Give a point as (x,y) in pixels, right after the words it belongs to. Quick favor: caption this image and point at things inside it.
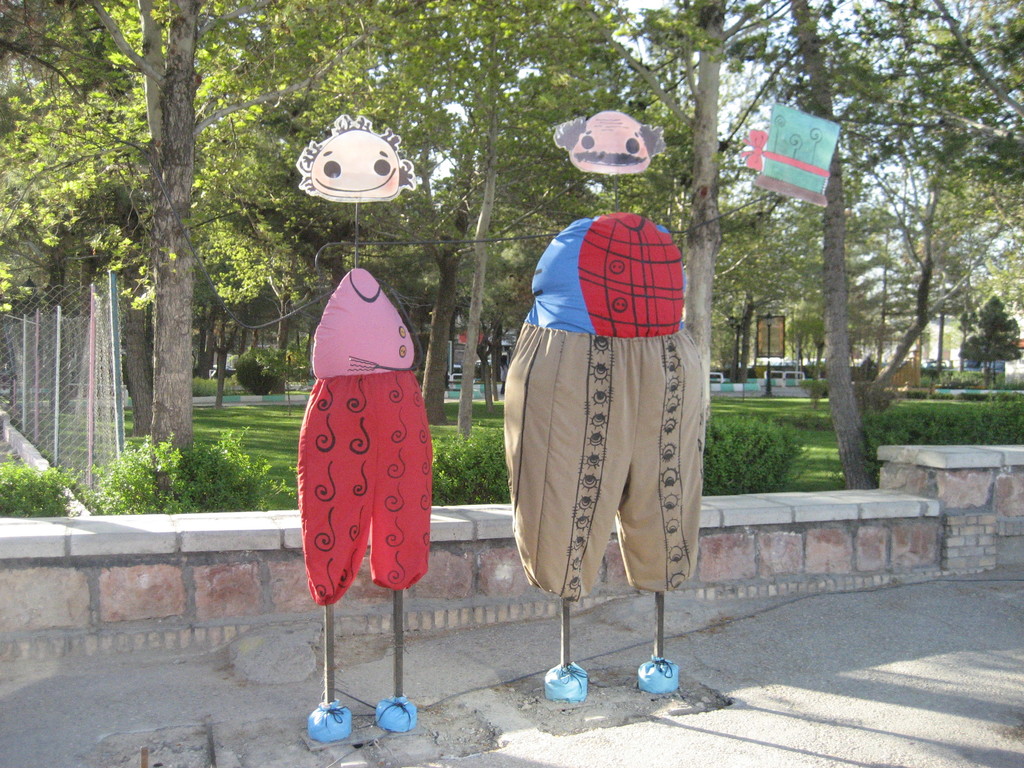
In the middle (401,491) these are the 2 different things (576,405), which are in the shape of a man (702,418) and a woman (334,420).
